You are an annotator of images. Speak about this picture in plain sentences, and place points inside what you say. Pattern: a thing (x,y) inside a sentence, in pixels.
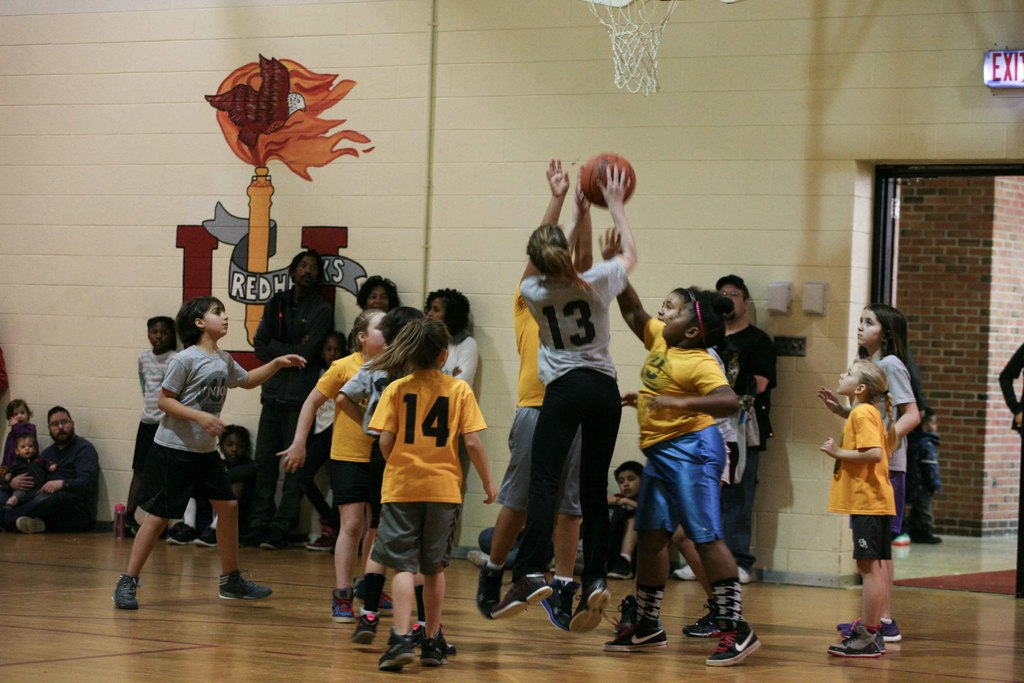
In this picture, we see children (365,334) in yellow color and grey color t-shirt (365,432) are playing basketball. The girl (598,301) in the grey t-shirt (551,349) with number 13 (545,310) is throwing the ball (589,174) into the basket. On the left corner of the picture (81,450), the man (83,478) in the blue shirt (89,462) is sitting in the basketball court (111,546). Behind him, we see a white wall (170,206) with some text (240,278) written on it. On the right corner of the picture (984,362), we see an exit board (1010,74) and a building (936,283) which is made up of red colored bricks (954,477). This picture might be clicked in the basketball court (250,641).
